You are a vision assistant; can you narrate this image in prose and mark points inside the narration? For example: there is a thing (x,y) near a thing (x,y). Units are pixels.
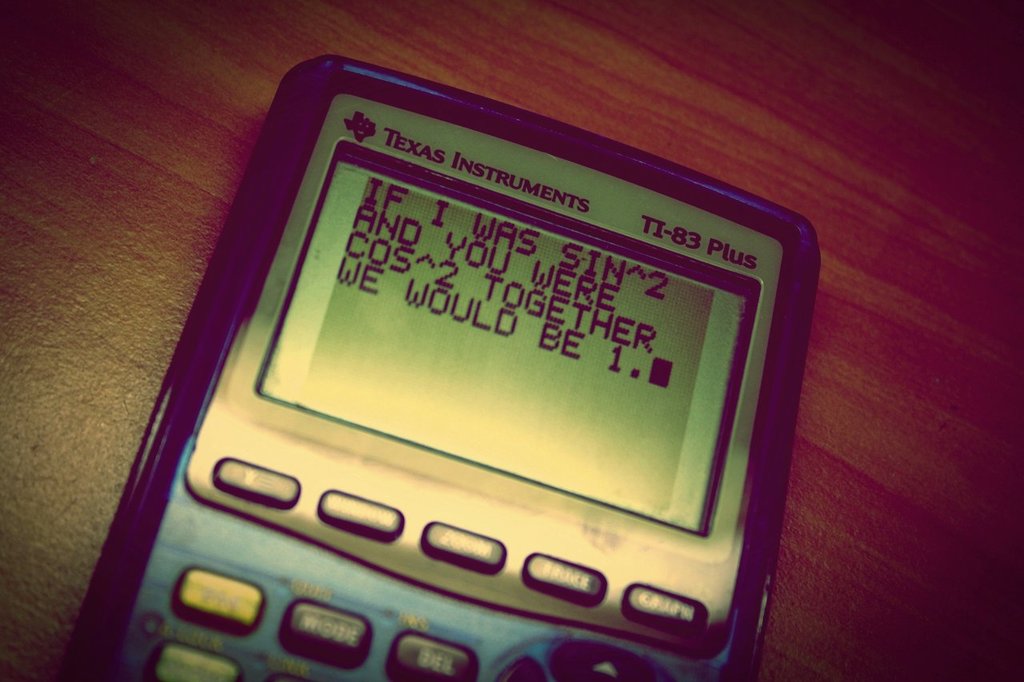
In this image I can see an instrument (626,165) on the table (905,679) which has some digital screen (307,383) with text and buttons (604,663) on it.
